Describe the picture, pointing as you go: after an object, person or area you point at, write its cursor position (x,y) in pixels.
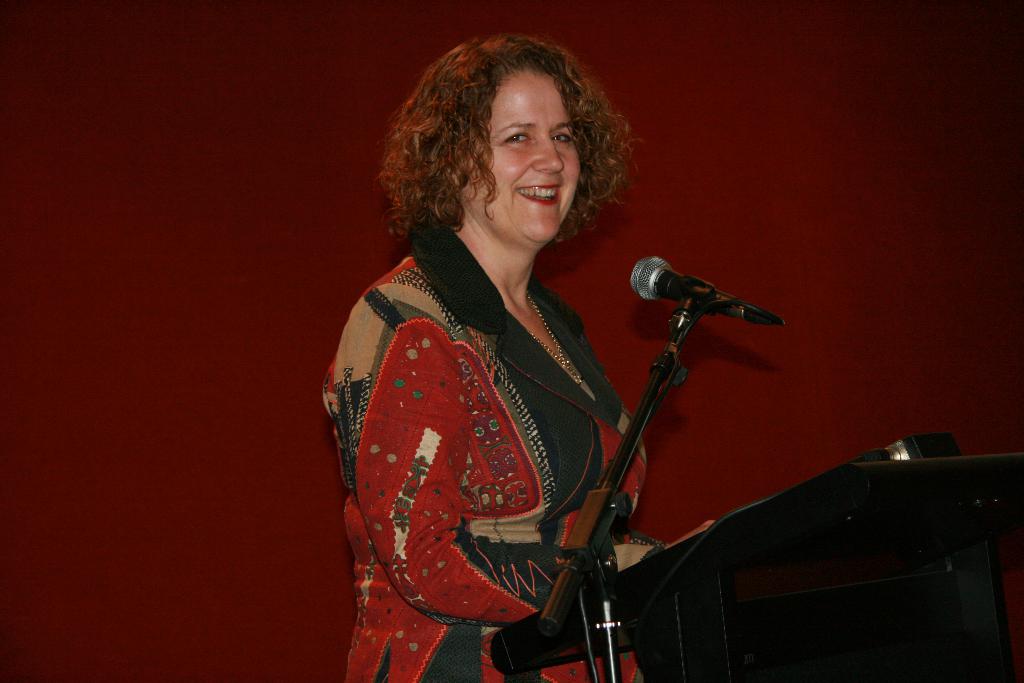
In the center of the image (468,317) a lady (540,309) is standing in-front of podium (636,578) and mic (580,580) is there. In the background of the image (165,195) wall (228,372) is present.
